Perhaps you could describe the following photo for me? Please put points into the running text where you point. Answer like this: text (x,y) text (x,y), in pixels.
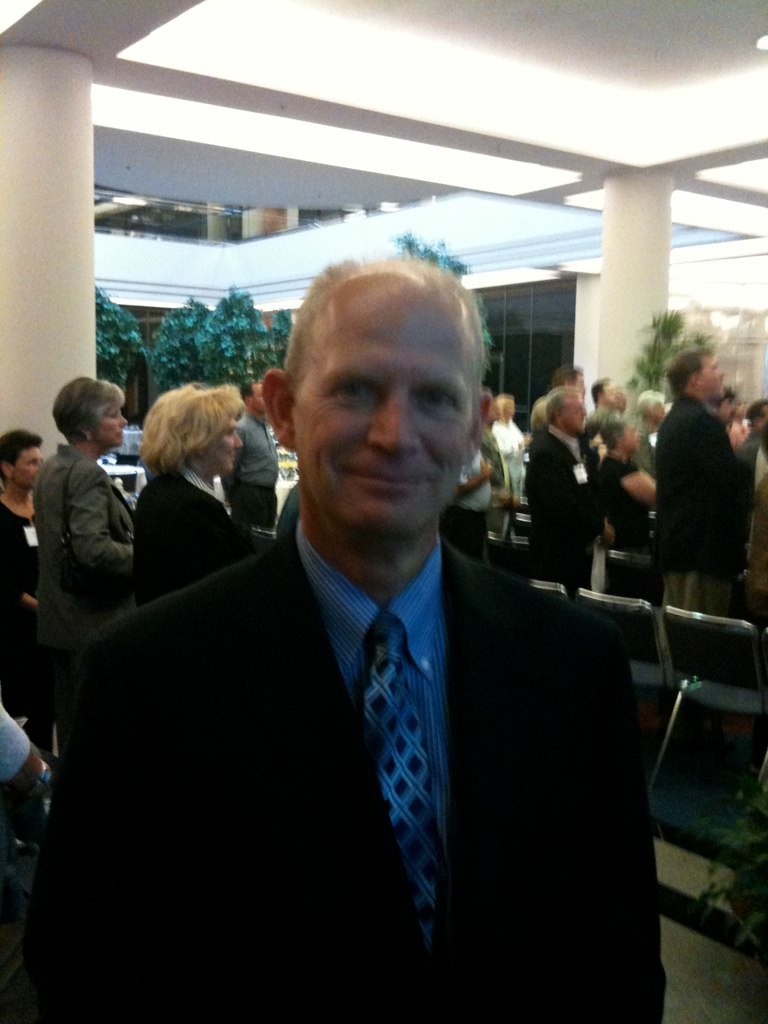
In this image I can see number of people (619,939) are standing and in the background (36,230) I can see few pillars (8,331) and few trees (117,324). On the right side of this image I can see number of chairs (668,641) and a plant (754,778).
